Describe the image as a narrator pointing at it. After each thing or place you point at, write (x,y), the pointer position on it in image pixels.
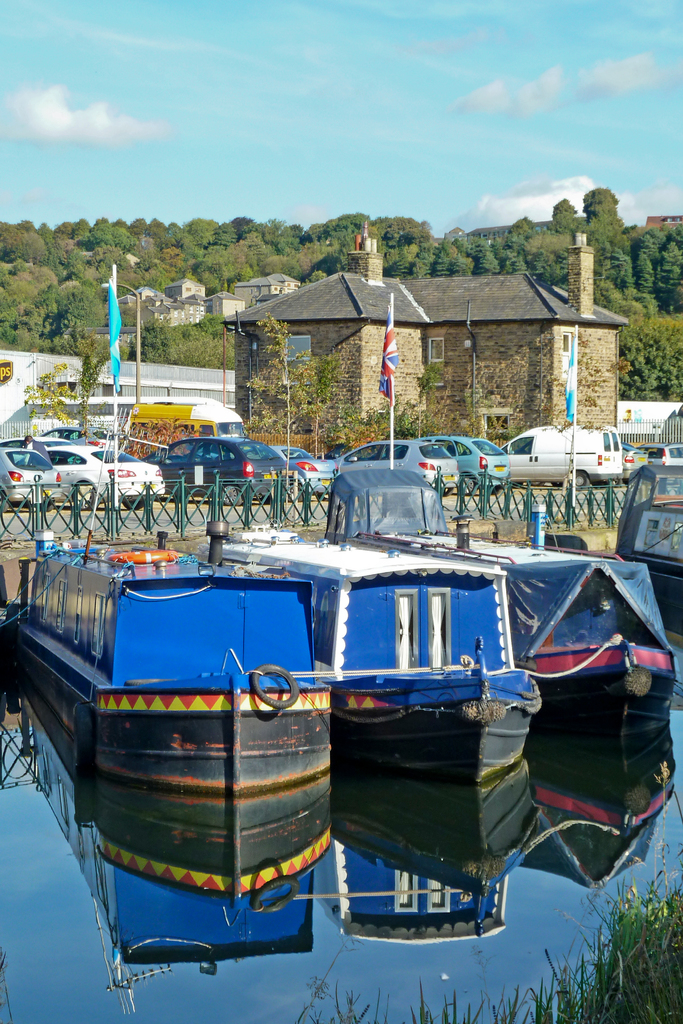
In this image we can see some boats (345,685) on the water (366,822), grass (577,1002) and fence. On the backside (63,456) we can see some cars (266,458) parked aside, flags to the poles (392,385), house (360,336) with a roof (337,296), some group of trees (345,228) and the sky (420,132) which looks cloudy.
